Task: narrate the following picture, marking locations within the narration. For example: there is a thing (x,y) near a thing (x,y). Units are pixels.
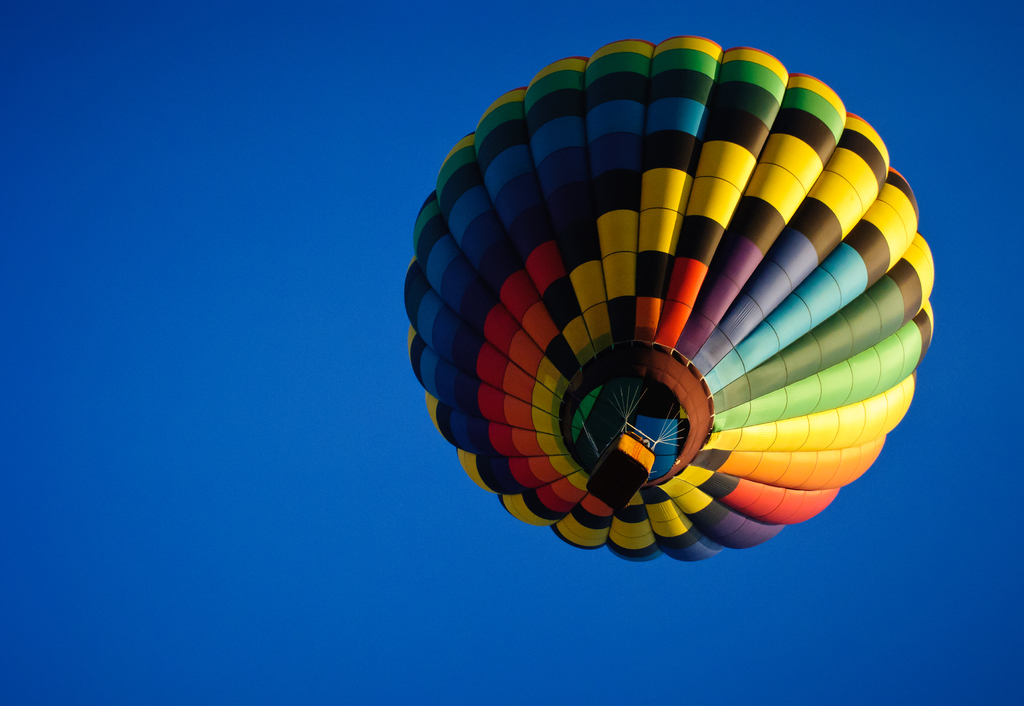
The picture consists of a hot air balloon (538,225). Sky (168,214) is sunny.
